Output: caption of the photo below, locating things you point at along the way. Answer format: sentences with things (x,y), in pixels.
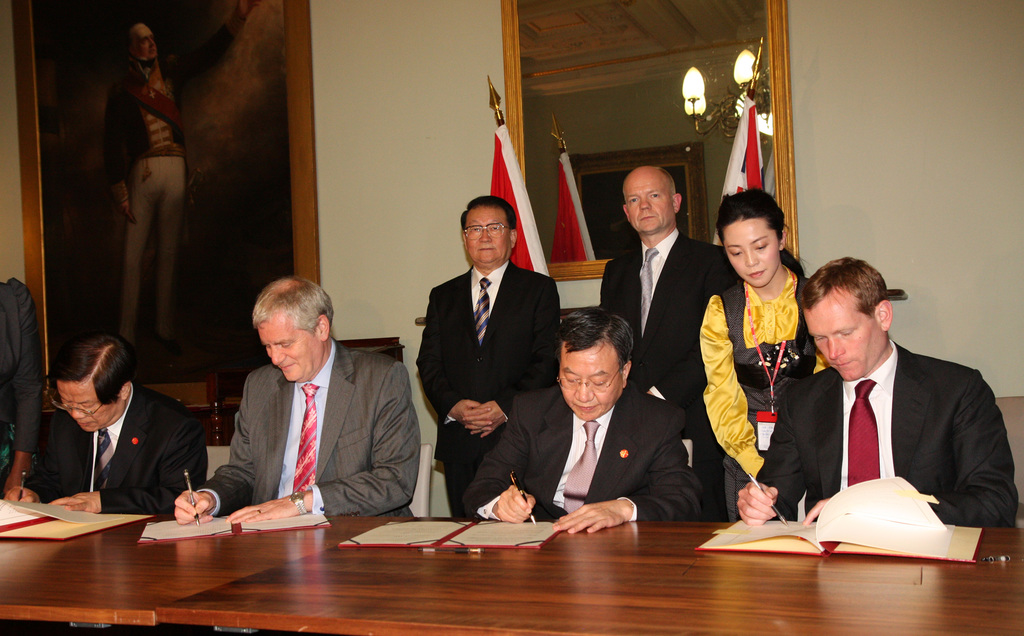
In this image we can see person (383,472) sitting on the chairs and holding pens (192,485) in their hands (516,503) and a table (487,560) is placed in front of them. On the tables (345,527) we can see books (793,538). In the background (288,139) there are mirror (647,81), wall hanging (309,132) attached to the wall (394,92), flags (512,160), persons (505,234) standing on the floor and a chandelier reflection (710,119) in the mirror (657,89).
